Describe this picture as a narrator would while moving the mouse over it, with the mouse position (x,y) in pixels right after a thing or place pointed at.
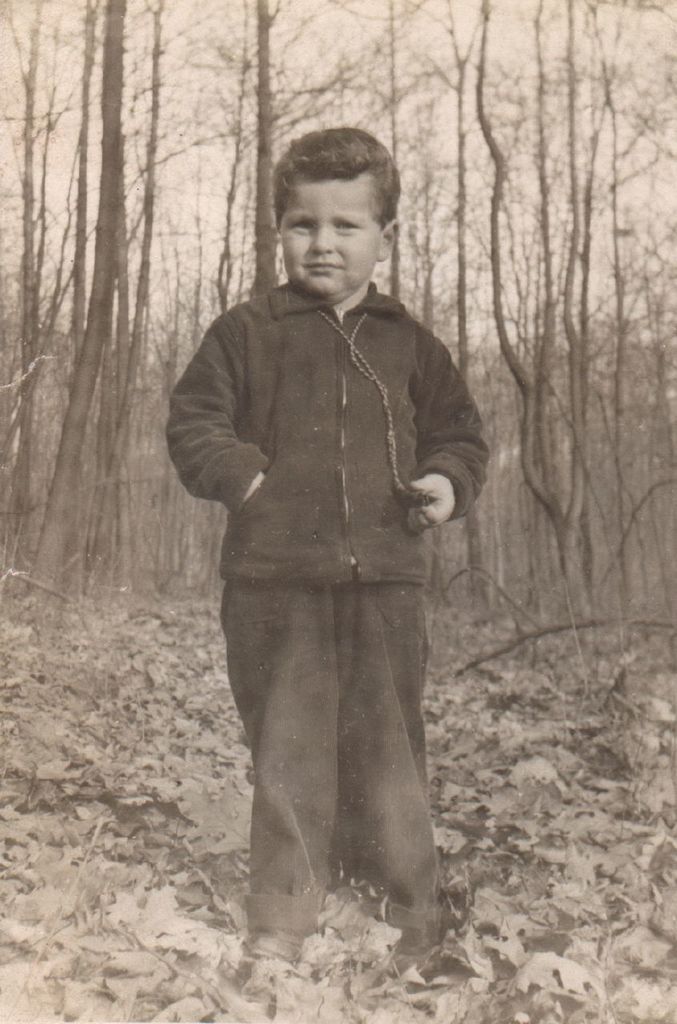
This picture is in black and white. In the center (421,473) there is a kid (402,483) wearing a jacket (392,490) and trousers (322,669). At the bottom (506,921) there are dried leaves (660,912). In the background (227,187) there are trees (111,117) and sky (91,114).
